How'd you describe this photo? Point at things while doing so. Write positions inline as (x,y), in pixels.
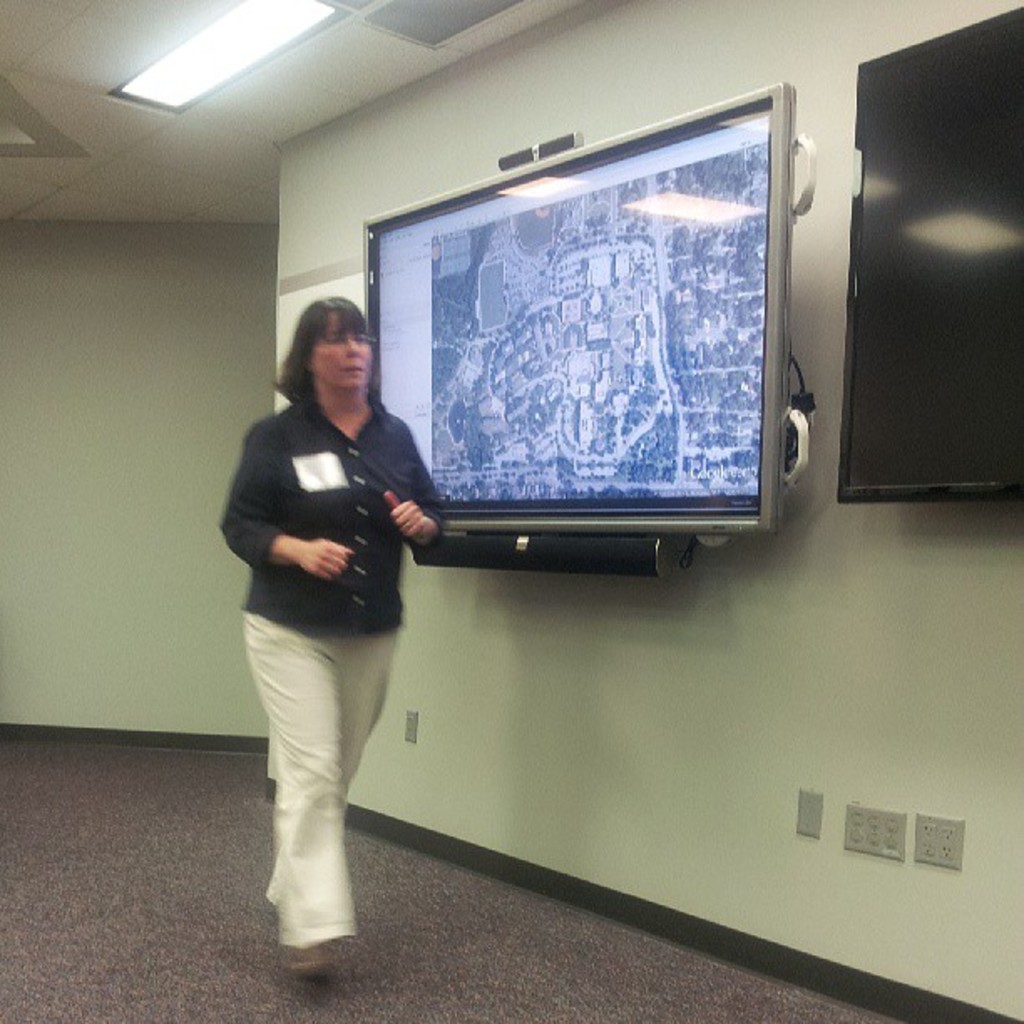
In this picture we can see television screens (556,447). We can see a woman (303,806) and looks like she is walking. We can see the ceiling (291,129), lights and objects (404,6). At the bottom portion of the picture (231,885) we can see the floor (196,919).
